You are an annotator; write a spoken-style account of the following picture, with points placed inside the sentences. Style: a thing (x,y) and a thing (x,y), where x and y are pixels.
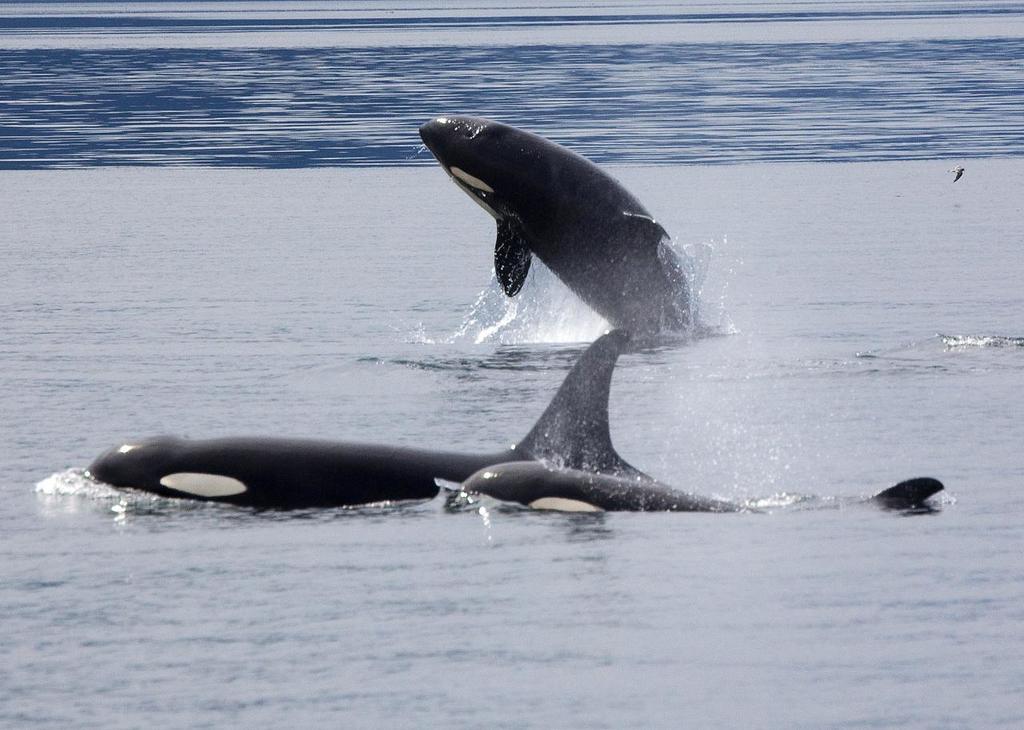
In this image, I can see three dolphins (261,471) in the water (360,532). I can see one of the dolphin (597,262) is jumping from the water (486,259). This looks like a sea (381,79). I can see a tiny bird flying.
